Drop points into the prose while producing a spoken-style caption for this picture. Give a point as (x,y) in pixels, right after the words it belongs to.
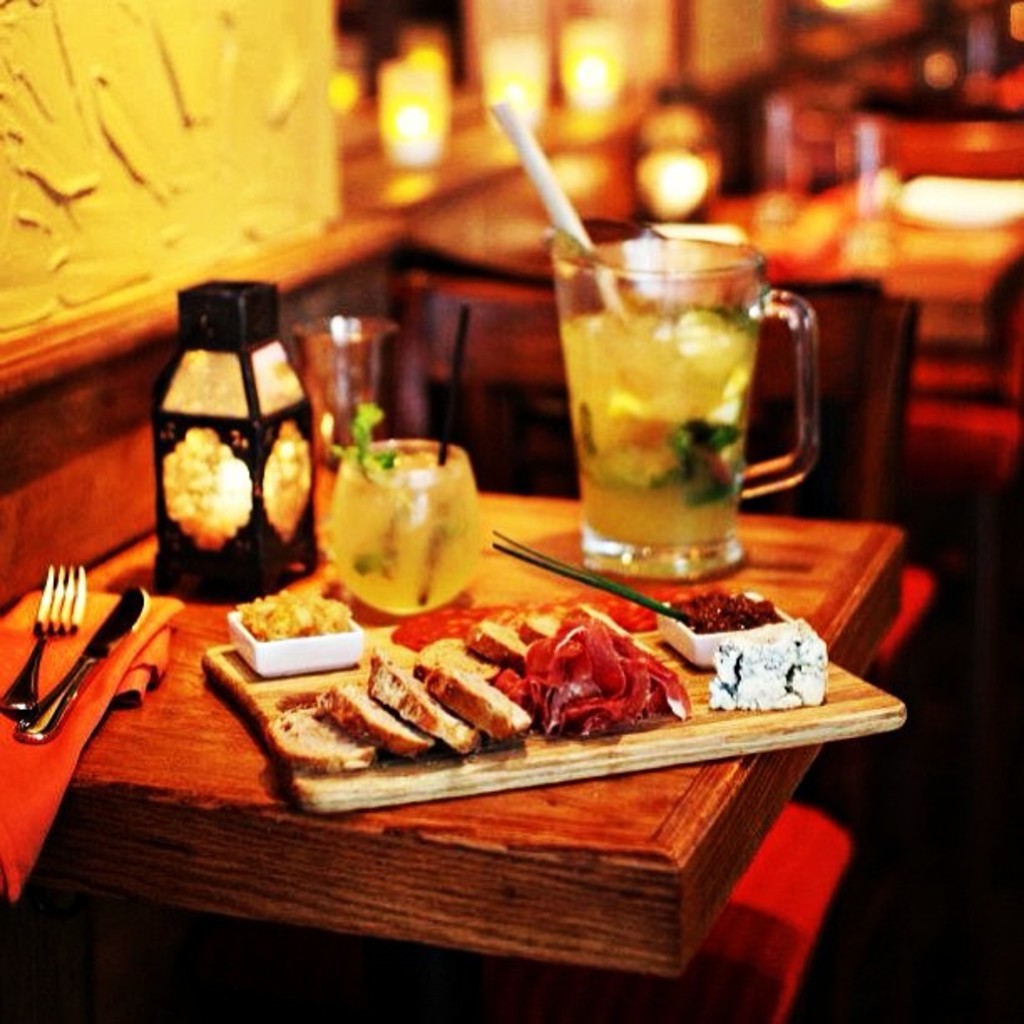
We can glass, lamp (246,326), wood plate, food (603,693), fork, knife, cloth (71,639) on the table (637,792). On the background (205,180) we can see wall (45,105).
